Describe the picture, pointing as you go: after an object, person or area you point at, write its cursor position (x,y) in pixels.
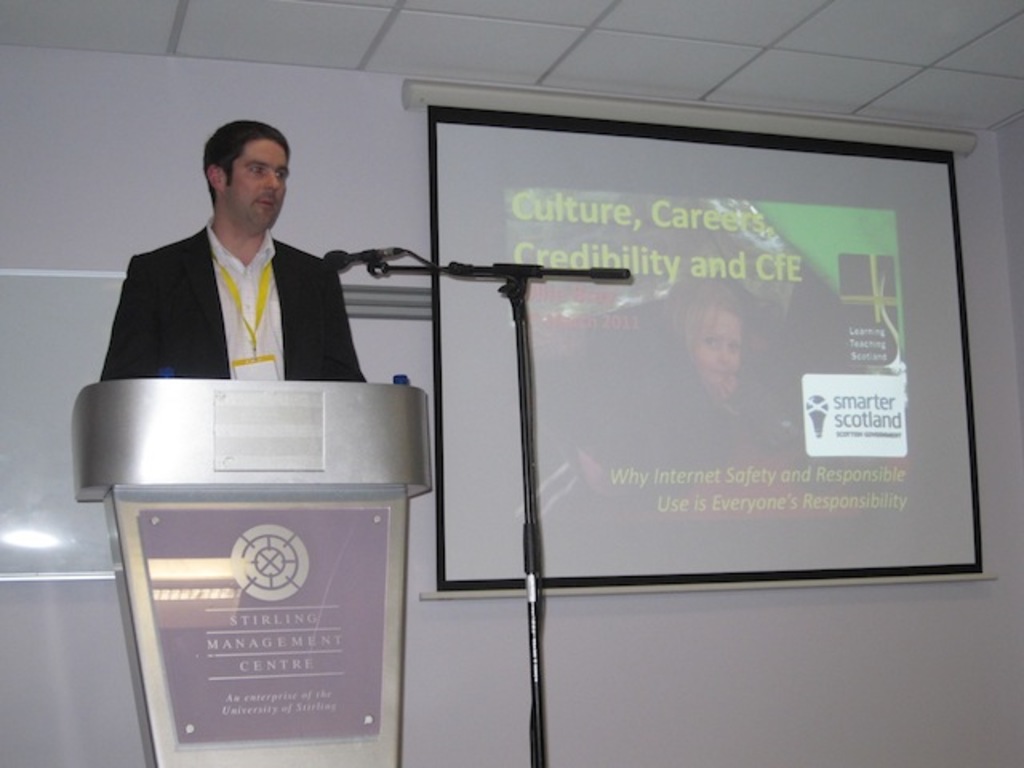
In this image I can see the person (212,302) standing in-front of the podium (170,495). The person (122,339) is wearing the white and black color dress (170,350) and there is a mic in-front of him. To the side there is a projector (570,391) to the white wall (67,138).
